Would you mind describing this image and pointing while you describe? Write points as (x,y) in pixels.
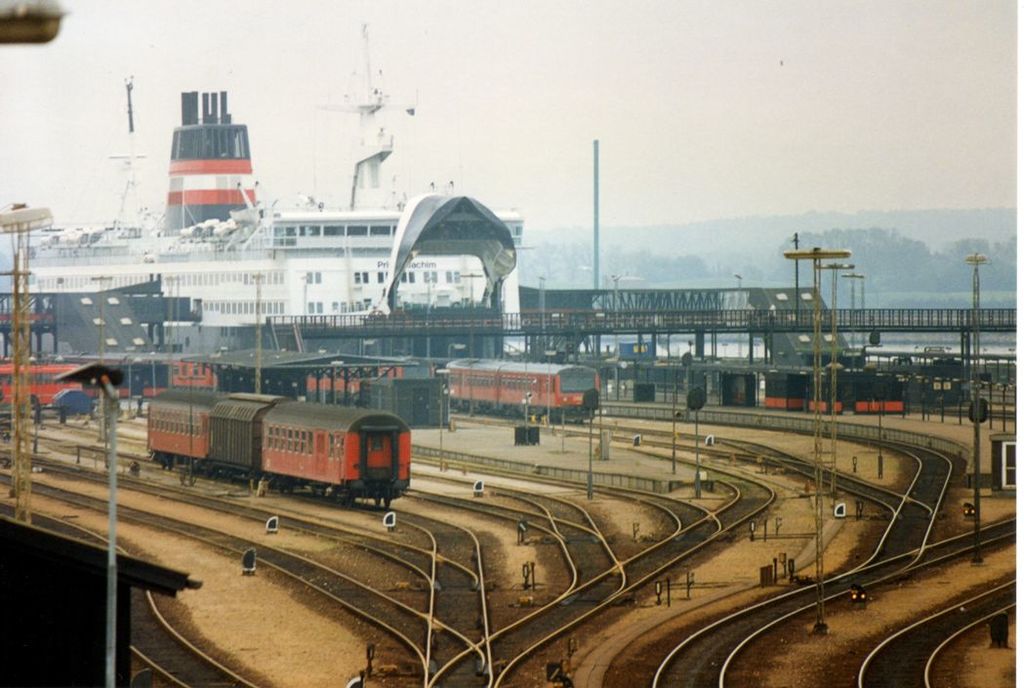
In this picture we can see railway tracks (880,560) and poles (975,531) in the front (752,457), there are railway bogies (337,433) on these tracks (436,457), we can see a ship (174,254) in the middle (348,262), in the background (780,242) there are some trees (778,233), we can see the sky (586,28) at the top of the picture (552,23), we can also see some metal rods (769,337) in the middle (613,332).
